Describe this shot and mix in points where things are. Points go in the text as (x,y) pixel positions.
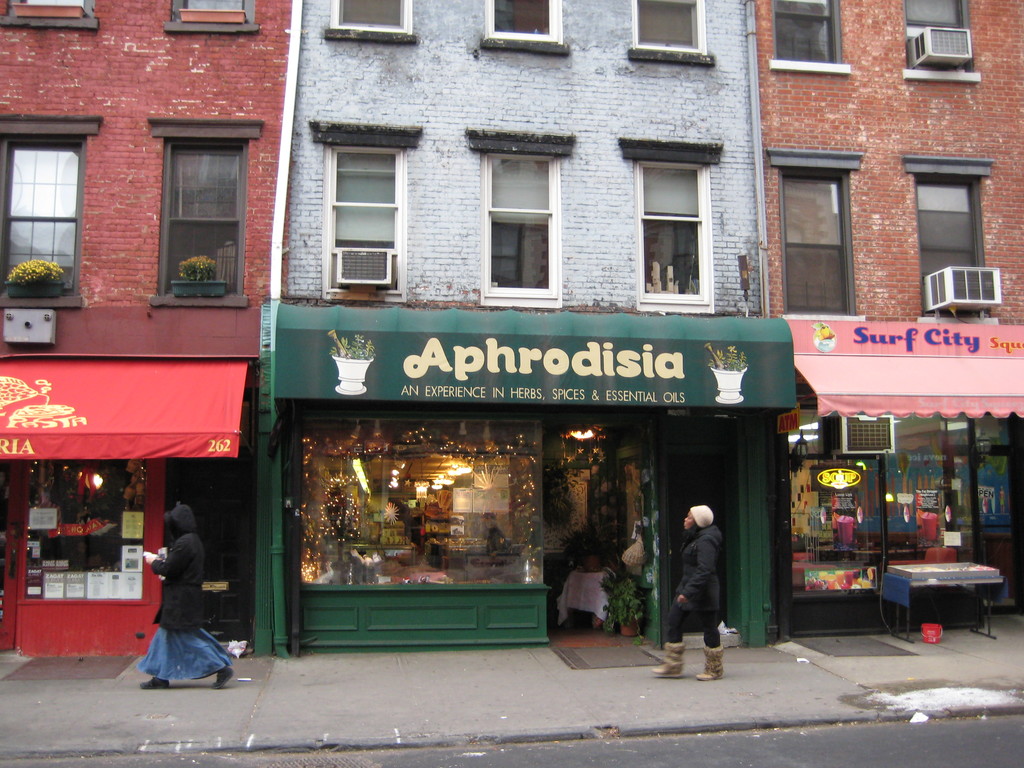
At the bottom of the image (624,679) on the footpath (938,677) there are two persons (178,590). Behind them there are buildings (630,204) with walls (141,168) and windows (81,213). And also there are stores (586,347) with glass walls (375,467), tents (783,394), name boards (438,379) with names (619,356) and there are many other things (373,483) inside the stores (897,433).
